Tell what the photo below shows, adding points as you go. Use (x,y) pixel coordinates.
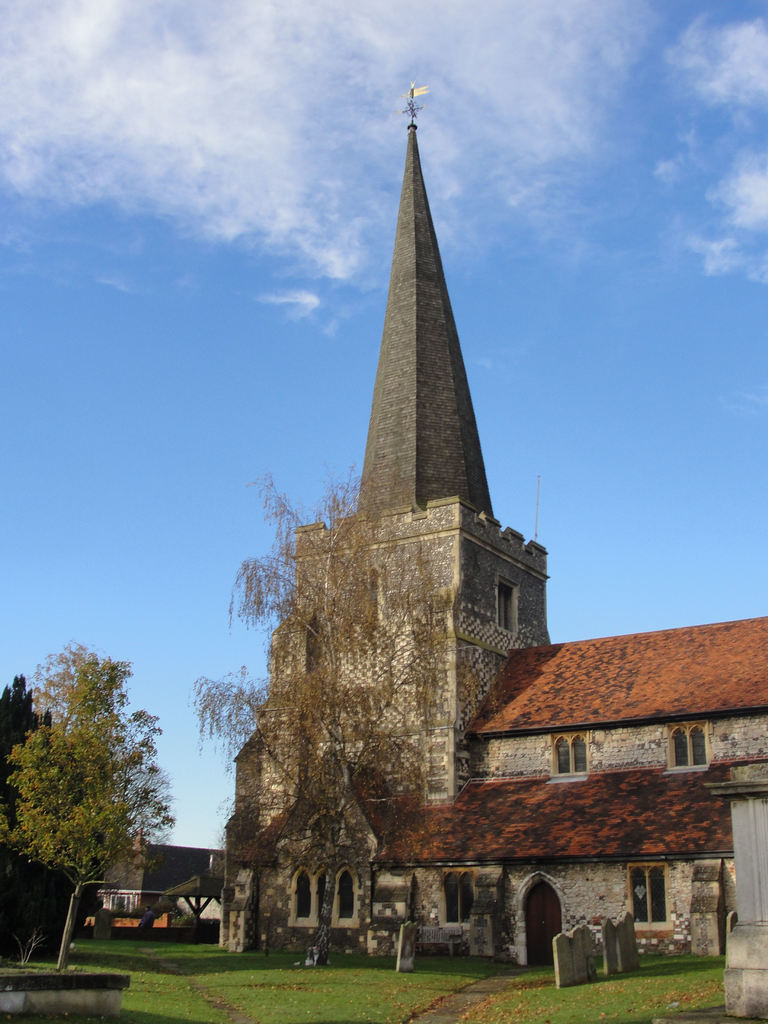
In this picture we can see grass (453,977), few headstones (556,986), trees (120,820), buildings (459,614) and clouds (253,138).
